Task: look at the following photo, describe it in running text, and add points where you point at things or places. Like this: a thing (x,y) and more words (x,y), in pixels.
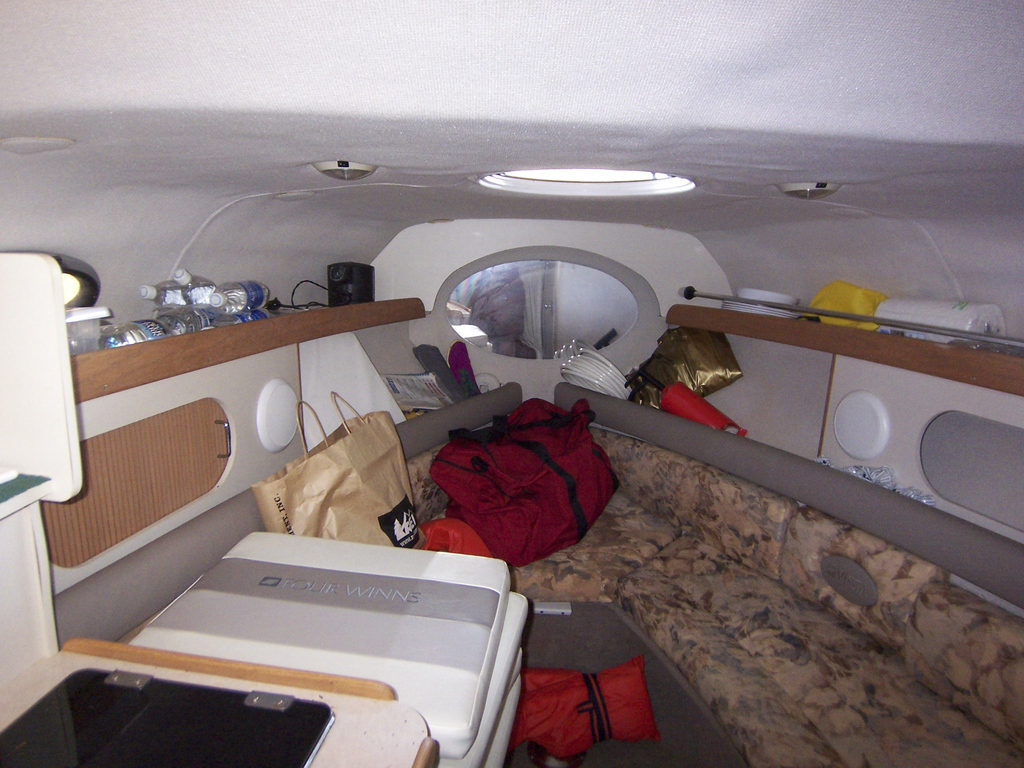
This looks like a bed (802,636). These are the water bottles (256,301) and a black color object (343,287) is placed here. I can see the bags (311,520) and few other things (436,610) are placed on the bed (696,595). This looks like a wooden desk (384,726). These are the plates (588,371) and few other objects (696,413). I think this picture was taken inside the vehicle (622,328). These are the lights (349,174) attached to the roof (798,165).
